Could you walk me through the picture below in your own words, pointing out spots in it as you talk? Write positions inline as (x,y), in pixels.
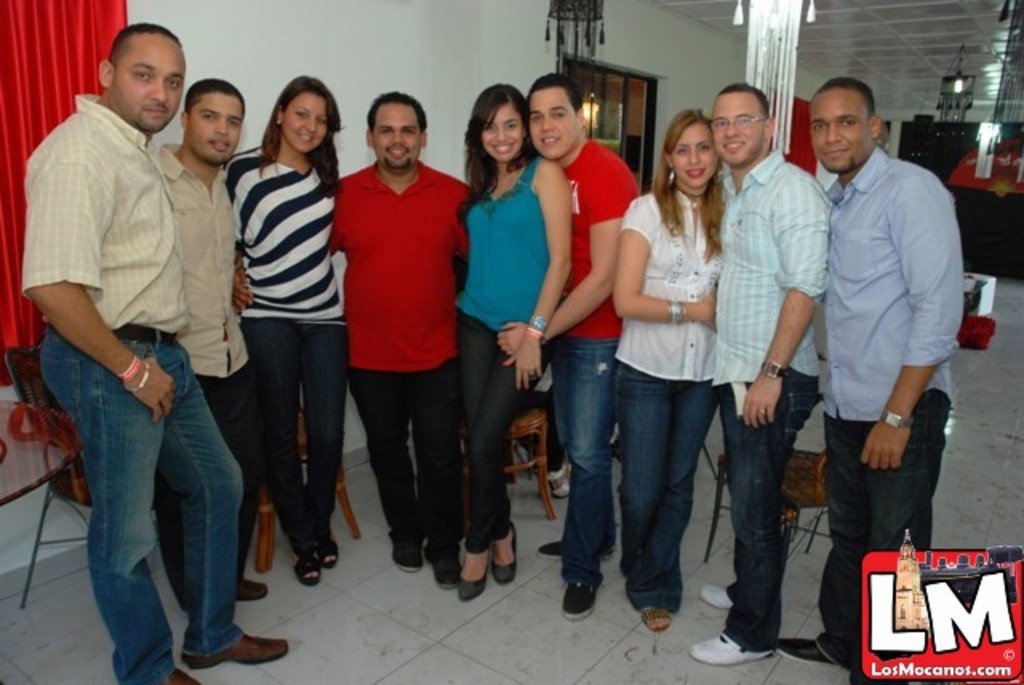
In this image in the foreground (473,298) there are some people (591,261) who are standing and some of them are smiling. At the bottom (523,605) there is a floor (448,600) and in the background (596,84) there are some chairs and wall (508,69), windows (598,100) and curtains (796,144). On the top of the image (780,32) there is a chandelier (795,39), on the right side (954,166) there are some boards (973,189) and boxes (987,306) and one light (954,84).
